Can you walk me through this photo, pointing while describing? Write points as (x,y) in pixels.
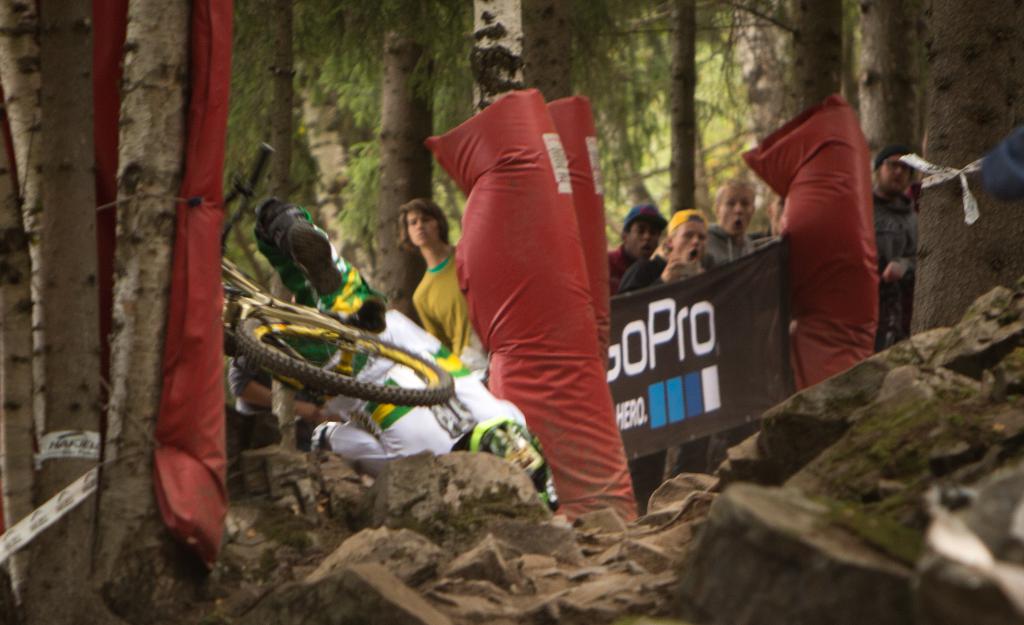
There are stones (519,502) and trunks (120,170) in the foreground area of the image (753,526), there is a person (383,375) who fall down on the left side of the image (326,254). There is a poster (674,332), inflatable balloons (602,310), people (687,229) and tree (695,173) in the background area (635,233).
